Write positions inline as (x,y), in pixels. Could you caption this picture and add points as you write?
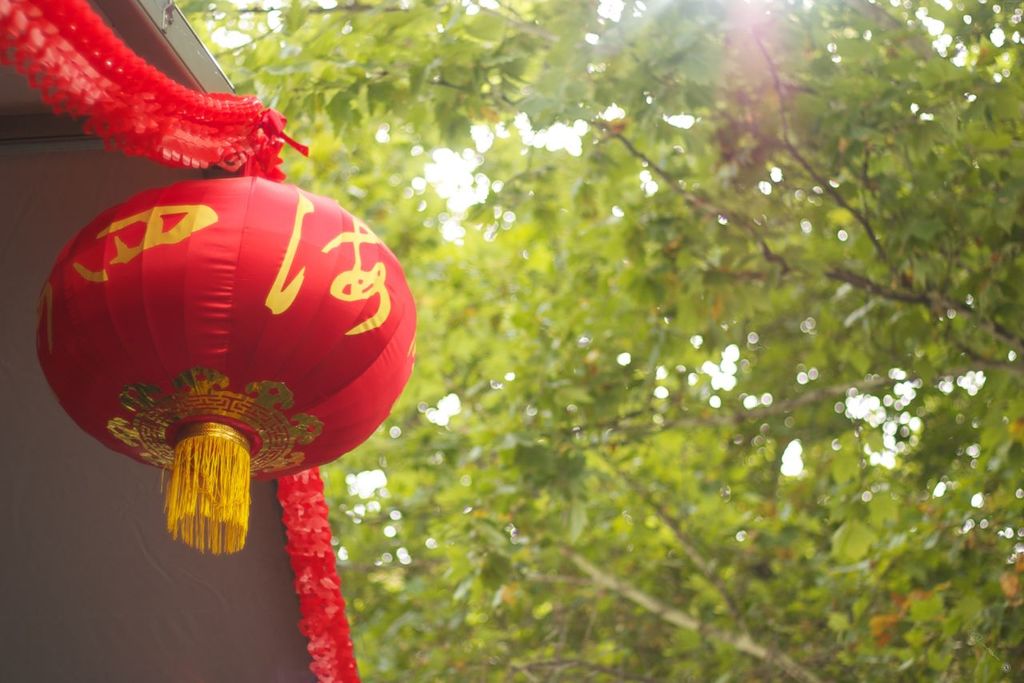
In this image we can see a decor (256,370) and a tree (675,364).
